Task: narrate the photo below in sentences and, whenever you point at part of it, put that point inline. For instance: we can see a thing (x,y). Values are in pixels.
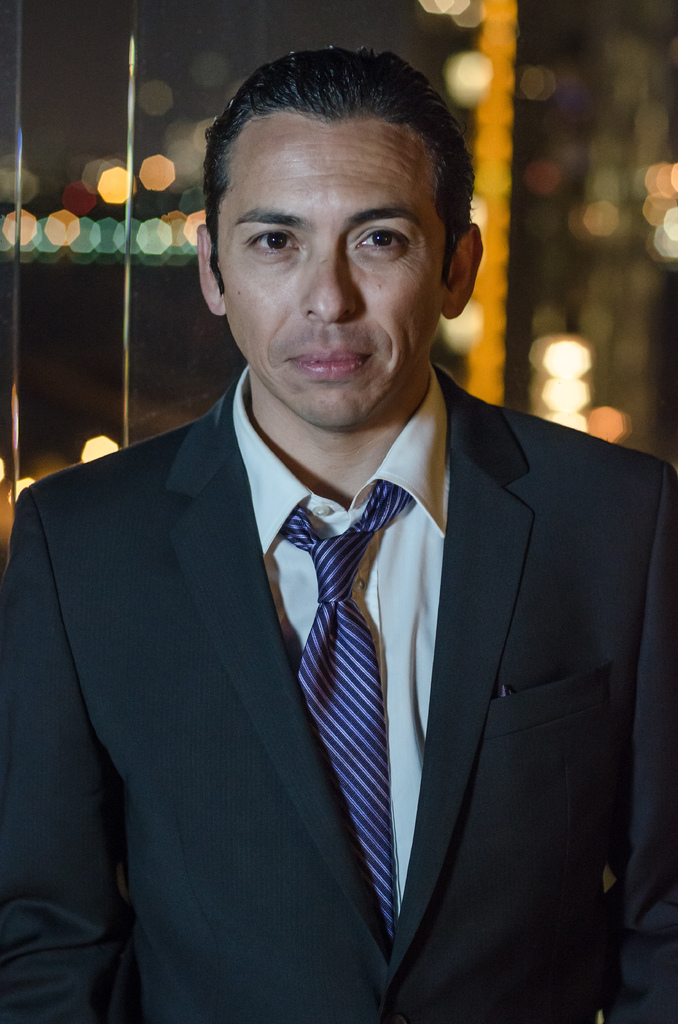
In the middle of the image (404,399) a man (406,81) is standing and smiling. Background of the image (10,228) is blur.
